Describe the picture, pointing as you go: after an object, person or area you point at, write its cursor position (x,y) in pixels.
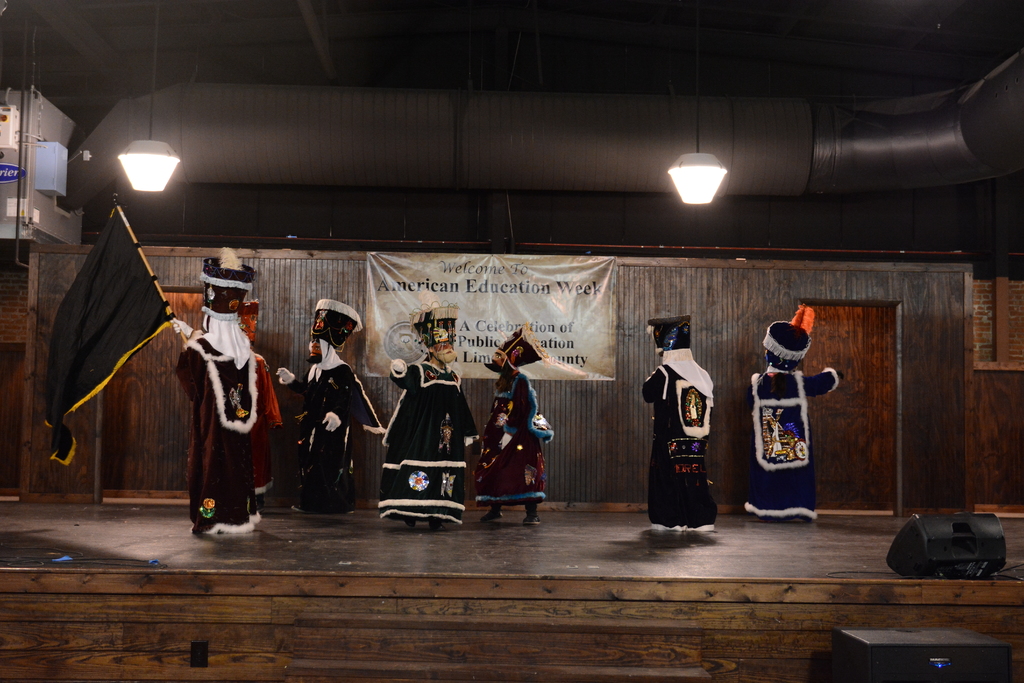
In this image I can see a stage (599,593) and on it I can see few people (533,405) are standing and wearing colourful costumes (406,427). On the left side of the image (231,353) I can see one person (190,377) is holding a black flag (72,329). On the right side of the image (917,521) I can see two black colour things (904,636) and on the top side of the image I can see two lights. On the left side of the image (12,132) I can see a box (14,159) and on it I can see something is written. In the background (610,267) I can see a banner (472,372) and on it I can see something is written.
